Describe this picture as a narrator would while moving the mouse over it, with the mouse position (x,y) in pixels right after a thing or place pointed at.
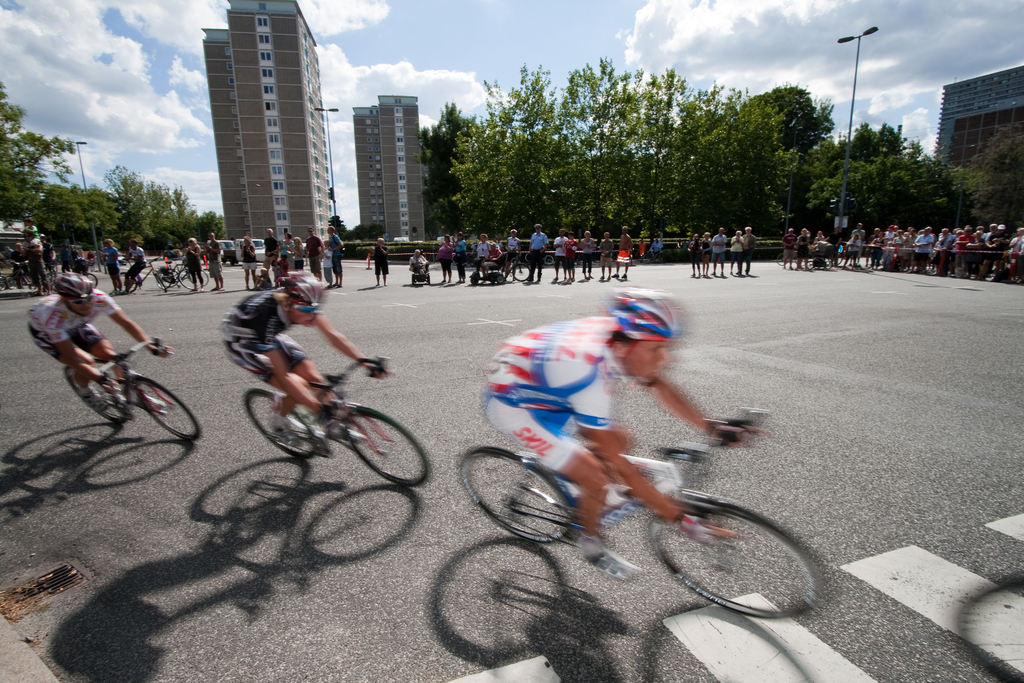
This picture is clicked outside. In the foreground (496,454) we can see the group of people (134,332) riding bicycles (552,490) and we can see the zebra crossing (921,609). In the center (542,255) we can see the group of people (317,264) seems to be standing and we can see the trees (614,178), lampposts (93,220), buildings (324,141) and the bicycles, vehicles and some other items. In the background (508,22) we can see the sky (791,41) which is full of clouds (804,38) and we can see the trees (100,195).
